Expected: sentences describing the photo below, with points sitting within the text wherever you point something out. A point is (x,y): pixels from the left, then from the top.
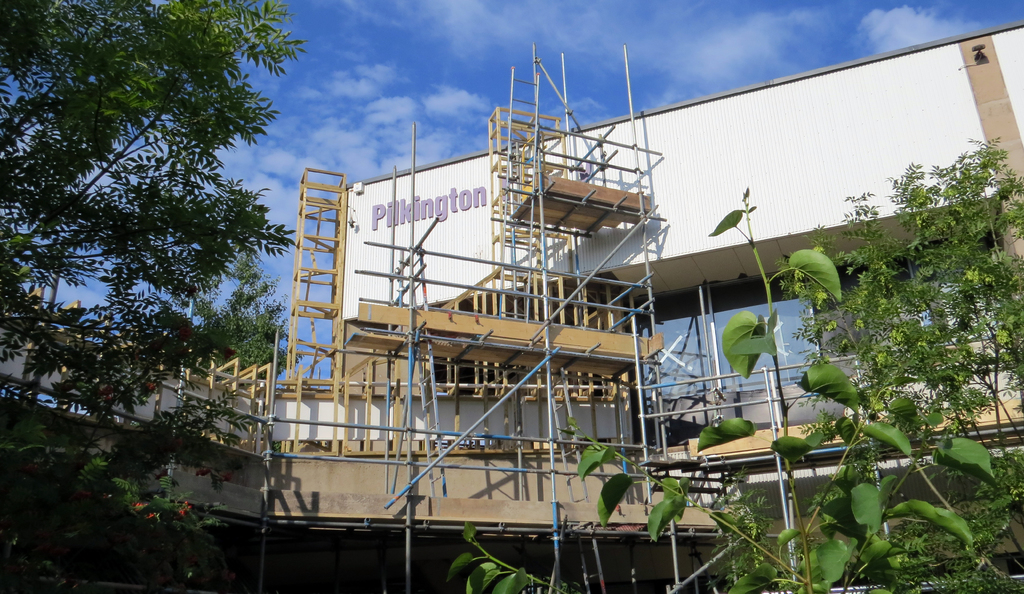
On the left side (140,310), there are trees (199,584). On the right (742,493), there are trees (742,493). In the background (508,475), there is a building (834,69), there are wooden ladders (529,158) arranged and there are clouds (348,75) in the blue sky (314,70).
